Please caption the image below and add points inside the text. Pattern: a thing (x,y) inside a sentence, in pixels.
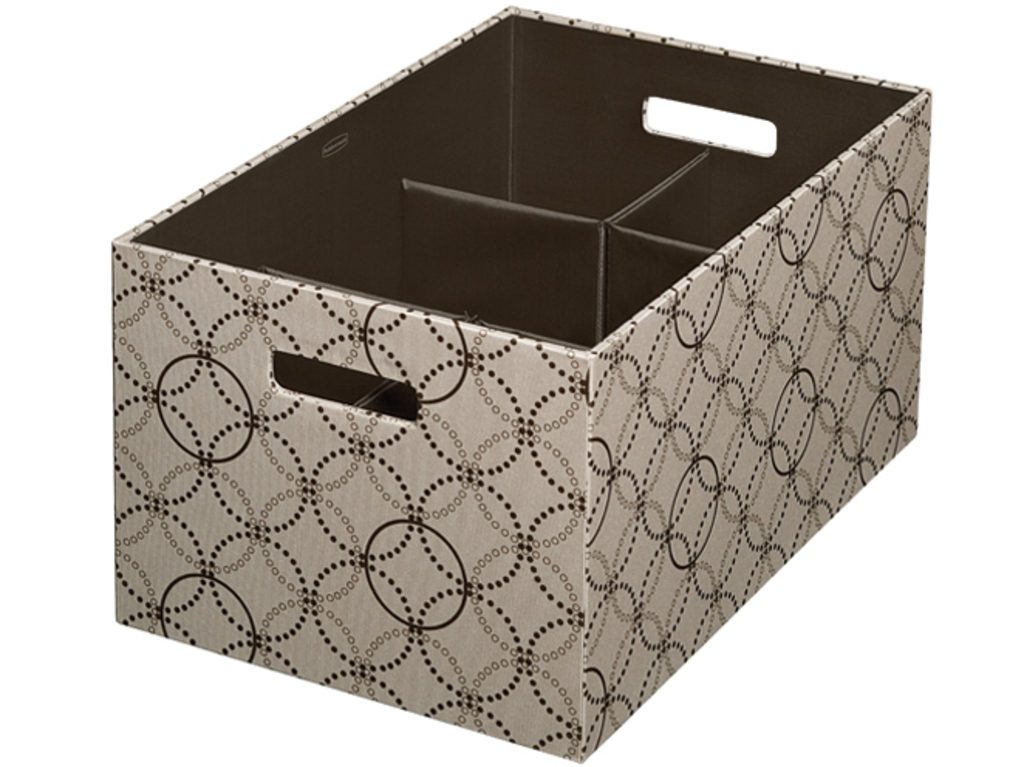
In this picture I can observe a box (557,190). This box (455,455) is in grey and brown color. The background (172,57) is in white color.
